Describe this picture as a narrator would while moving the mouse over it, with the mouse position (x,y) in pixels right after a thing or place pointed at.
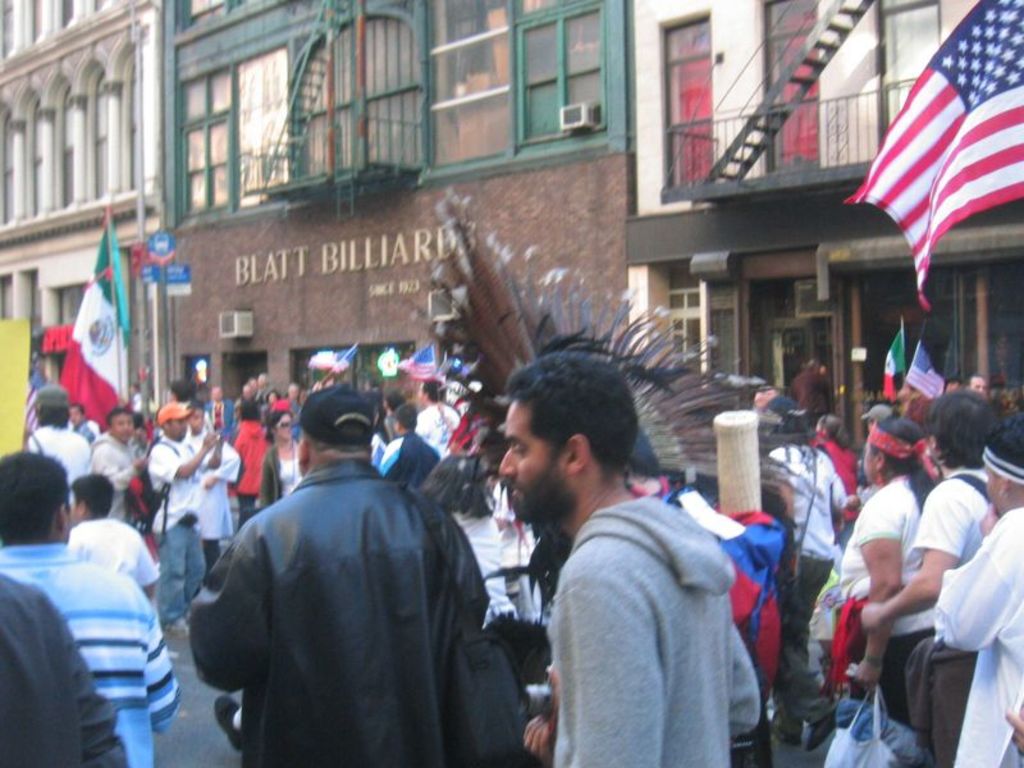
In this image we can see there are people (655,482) standing on the road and holding flags (111,322). And at the side, we can see there are buildings (298,277) and text (376,282) written on it. And there are boxes (231,316), railing (353,159), ladder (294,126), and windows (390,106).
